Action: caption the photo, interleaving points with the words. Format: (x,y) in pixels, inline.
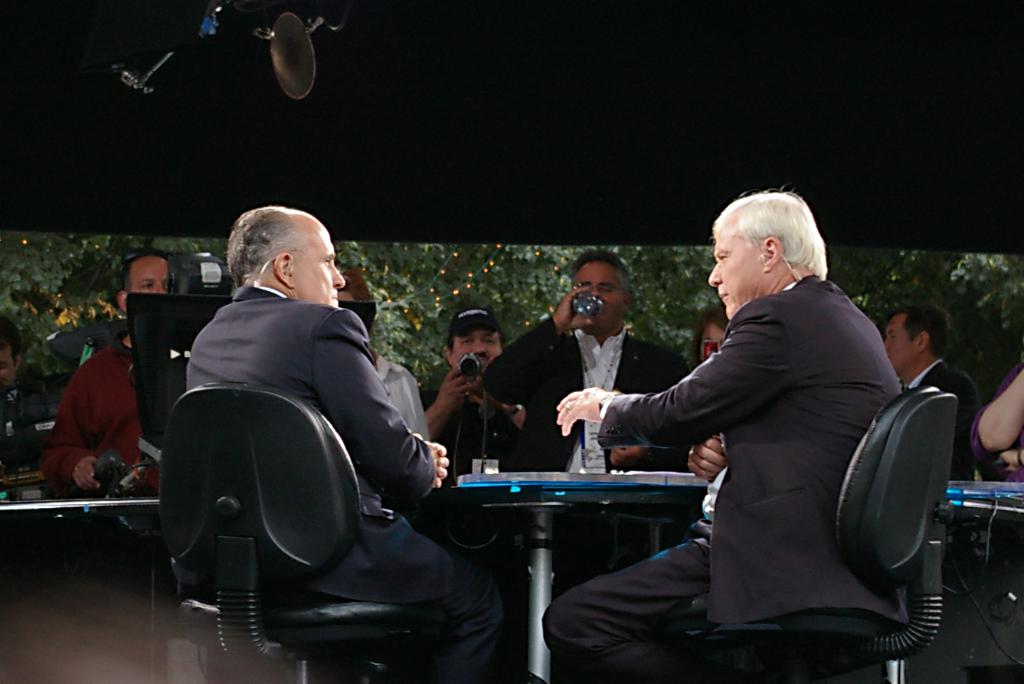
In the image we can see there are people (333,401) who are sitting on chair (881,431) and the chairs (854,552) are in black colour and in front of them there are people (376,378) who are standing and they are looking at them. They are holding camera (468,363) and video camera (82,348) in their hand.
